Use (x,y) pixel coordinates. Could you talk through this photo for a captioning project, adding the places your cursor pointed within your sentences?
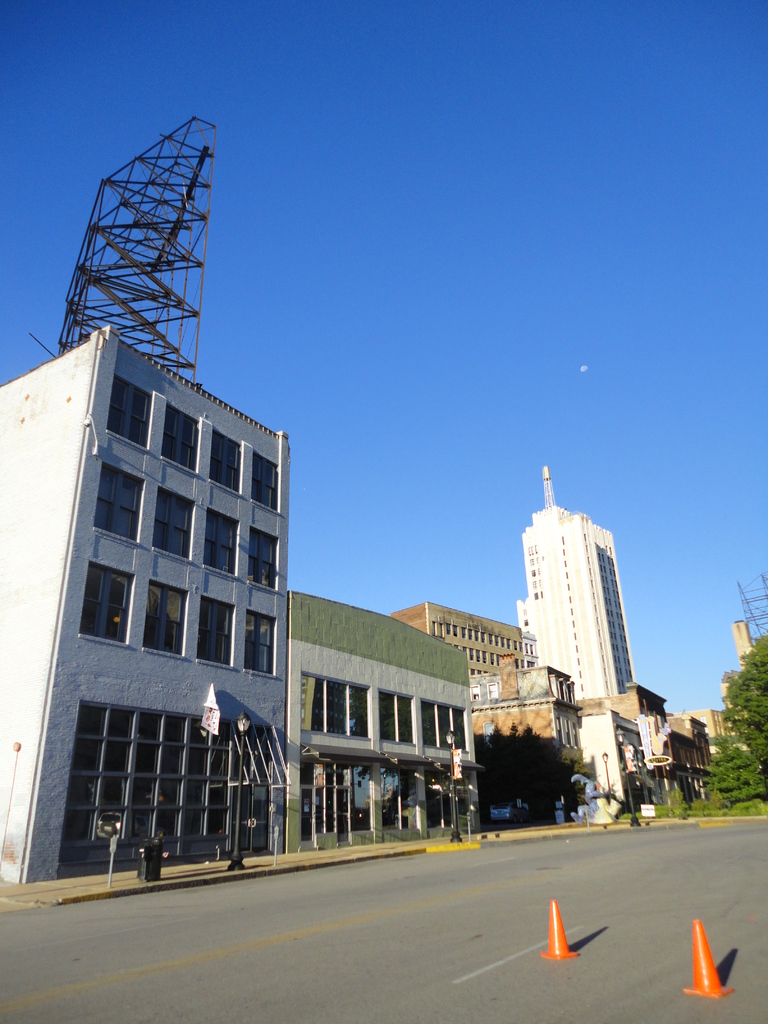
In this image we can see buildings (248,802), windows (220,825), light poles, there is a dustbin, plants (707,806), trees (755,694), there are traffic cones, hoarding (208,218), also we can see the sky (609,208).
